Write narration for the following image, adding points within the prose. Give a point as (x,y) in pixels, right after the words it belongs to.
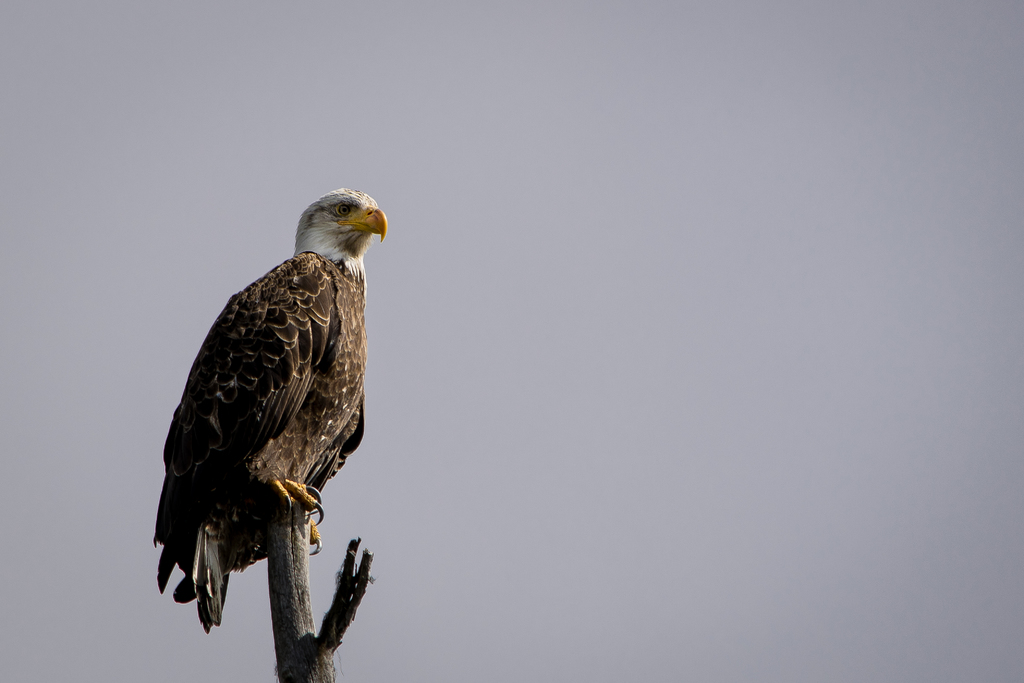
In this image there is an eagle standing on the branch (316,642).
